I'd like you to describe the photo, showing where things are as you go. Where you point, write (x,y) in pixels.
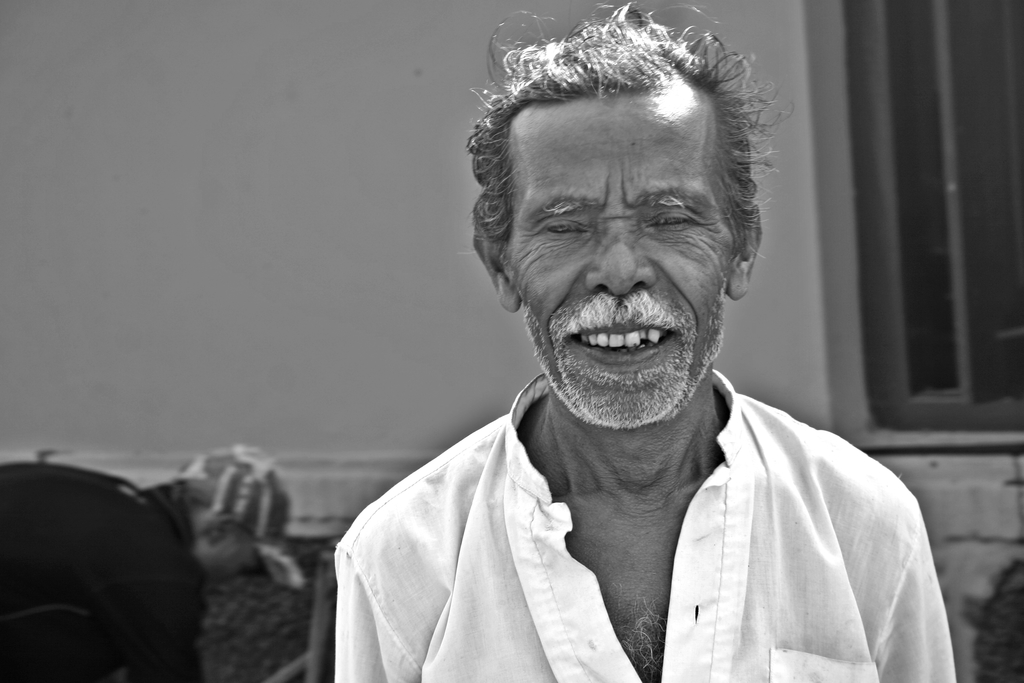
This image consists of a man (587,559) wearing a white dress (573,611). In the background (928,310), we can see a window (982,271) along with wall (451,53). On the left (163,607), there is another man (109,591) wearing a cap (278,477).
